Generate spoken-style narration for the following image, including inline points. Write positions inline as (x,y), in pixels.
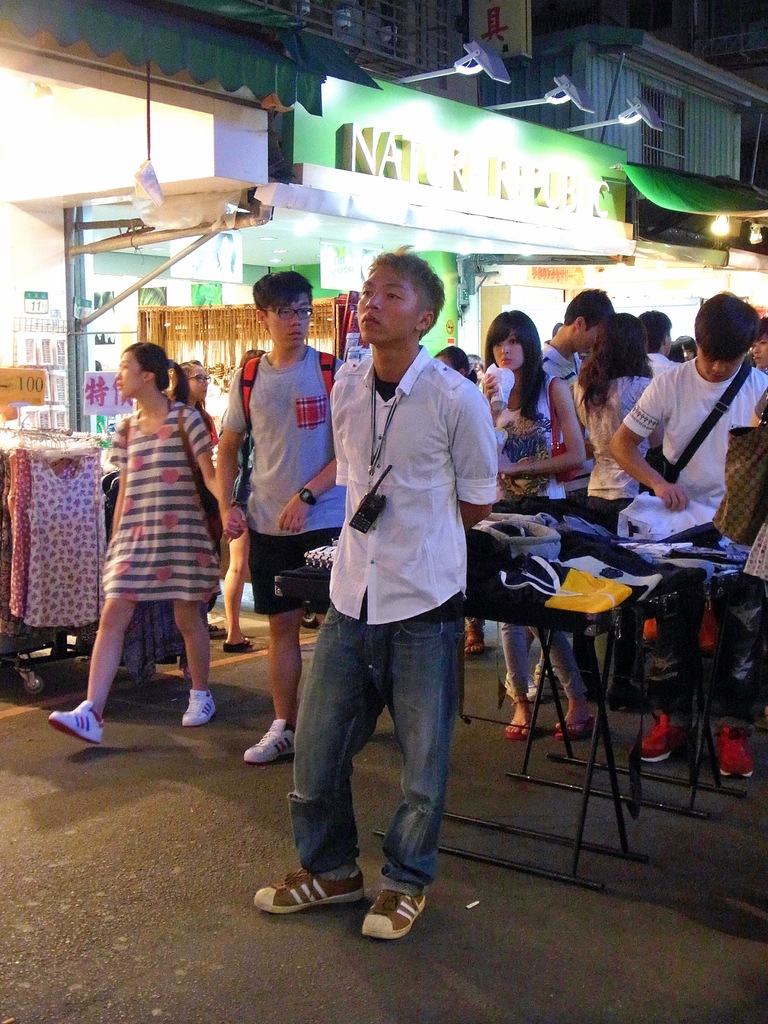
In this image we can see people (637,419) on the road (548,721). There are tablecloths (592,555), posters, boards (442,169), lights (41,86), and buildings (512,70).
